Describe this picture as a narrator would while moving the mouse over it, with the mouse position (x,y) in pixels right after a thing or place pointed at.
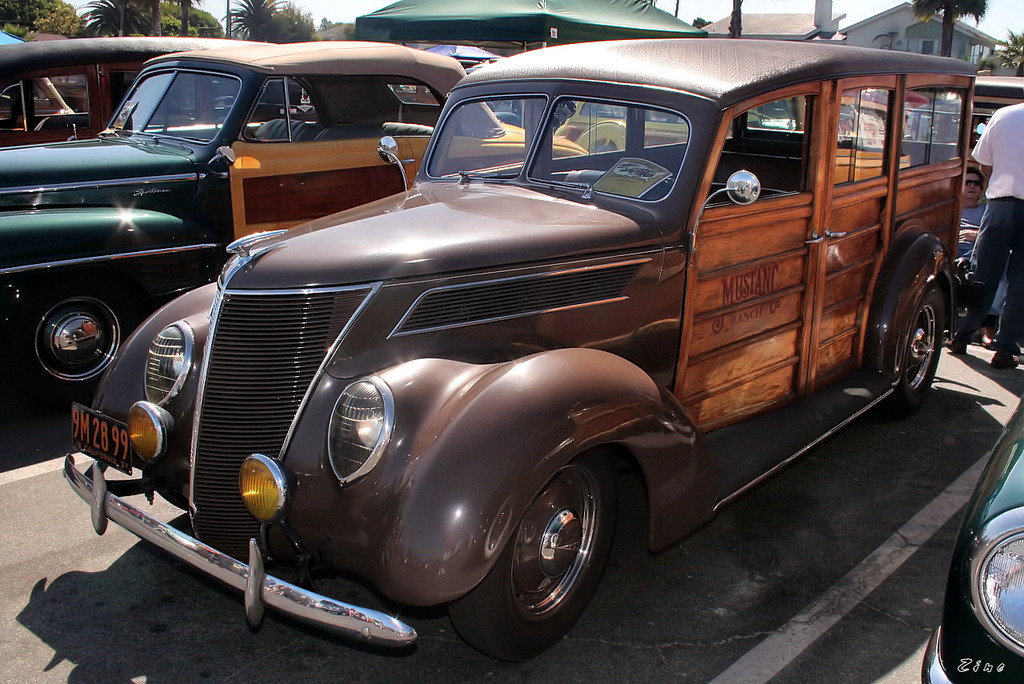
In this picture we can see a few vehicles (463,407) on the path (147,563). Two people (1008,136) are visible on the right side (992,291). There is a tent (481,13). We can see a text (961,670) in the bottom right (976,663). There are a few trees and houses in the background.
